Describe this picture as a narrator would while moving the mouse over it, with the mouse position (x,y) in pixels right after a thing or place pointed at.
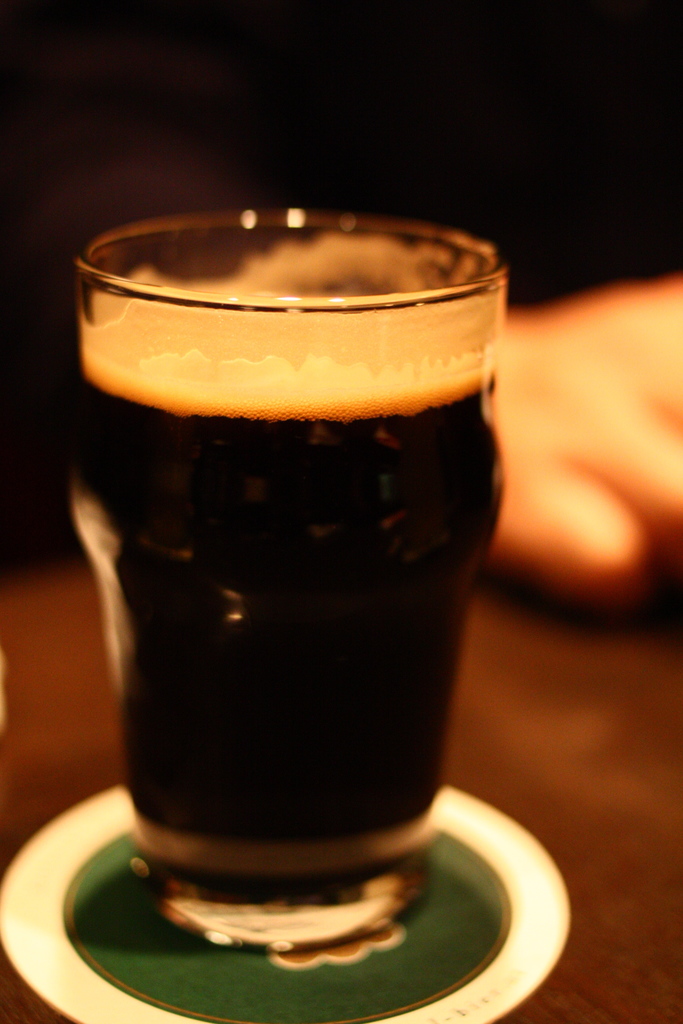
In this image there is a glass (365,691) on a plate (377,948). The glass (327,466) is filled with drink (294,539). The plate (83,961) is kept on the table (513,598). Right side (639,452) a person's hand (555,440) is visible.
